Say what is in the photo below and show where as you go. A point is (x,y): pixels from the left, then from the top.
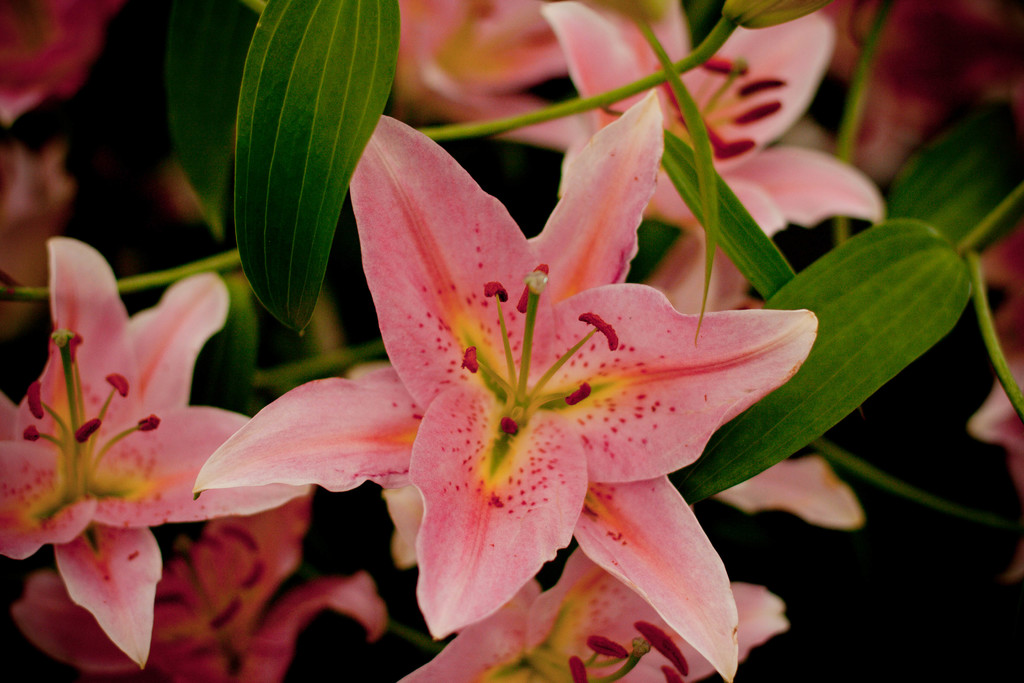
In this picture we can see few flowers (486,372) and leaves (783,305).
